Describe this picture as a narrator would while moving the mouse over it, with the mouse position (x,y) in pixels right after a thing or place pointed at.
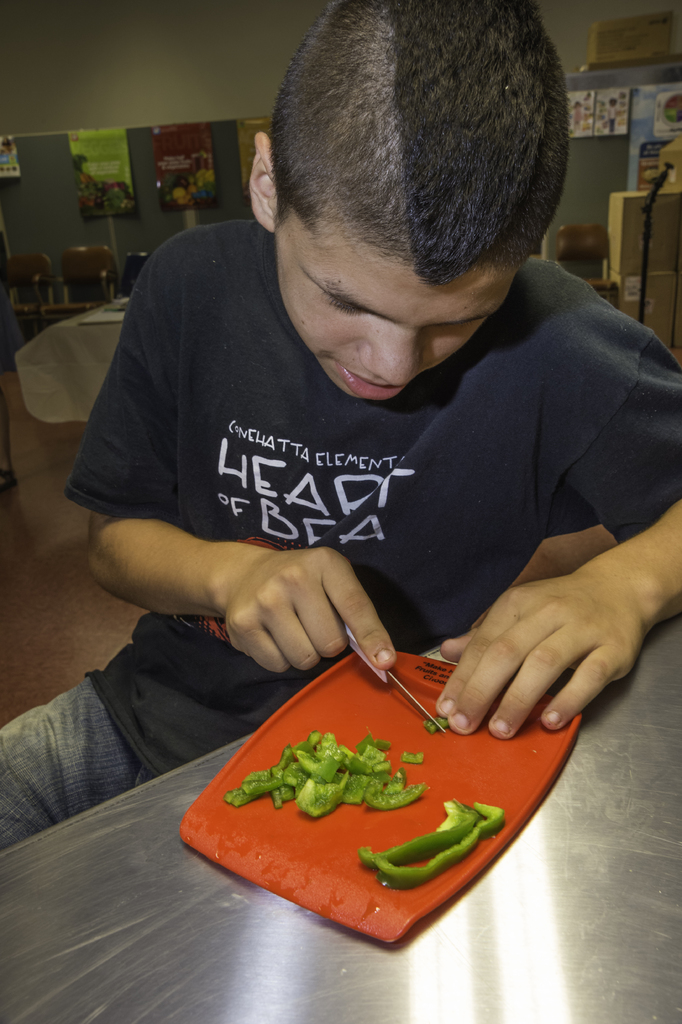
In the image there is a man (517,400) sitting on chair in front of a table (189,951). On table (375,959) we can see a tray (281,848), knife (418,708) and capsicum (430,732) in background (78,322) there is a table (66,327) and few chairs (67,310).
